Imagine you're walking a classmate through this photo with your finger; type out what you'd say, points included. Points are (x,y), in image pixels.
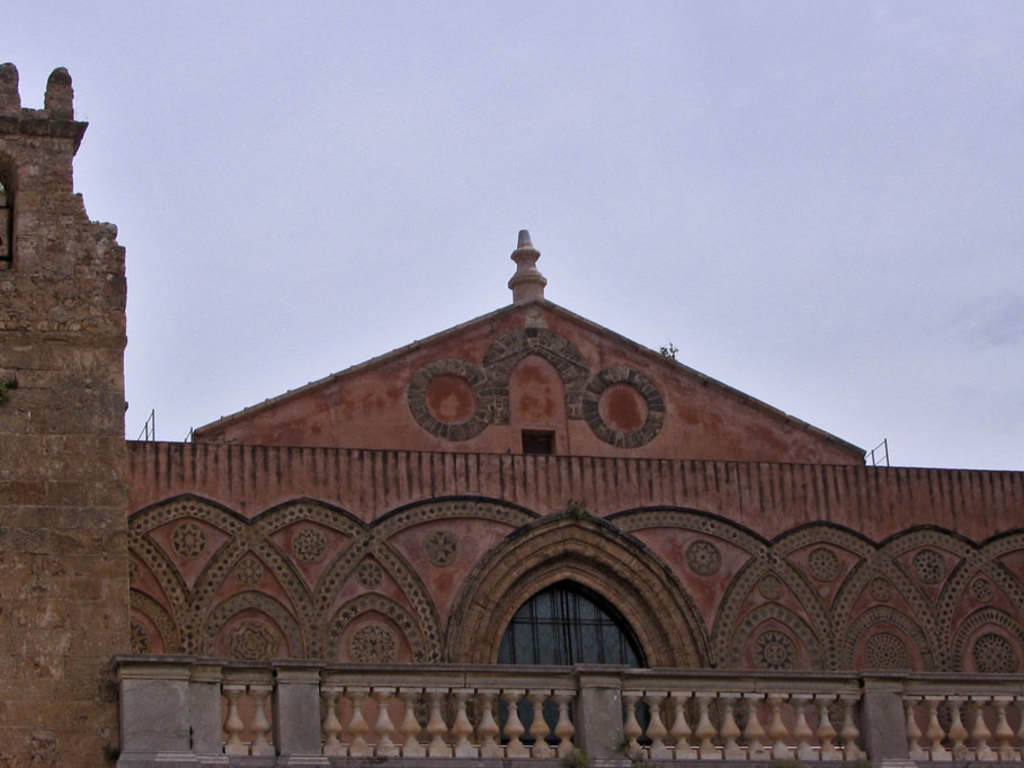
In this picture we can see a building (474,574) with a window (571,642). At the bottom of the image (285,735), there is a baluster (413,721). At the top of the image (419,86), there is the sky (490,118).
